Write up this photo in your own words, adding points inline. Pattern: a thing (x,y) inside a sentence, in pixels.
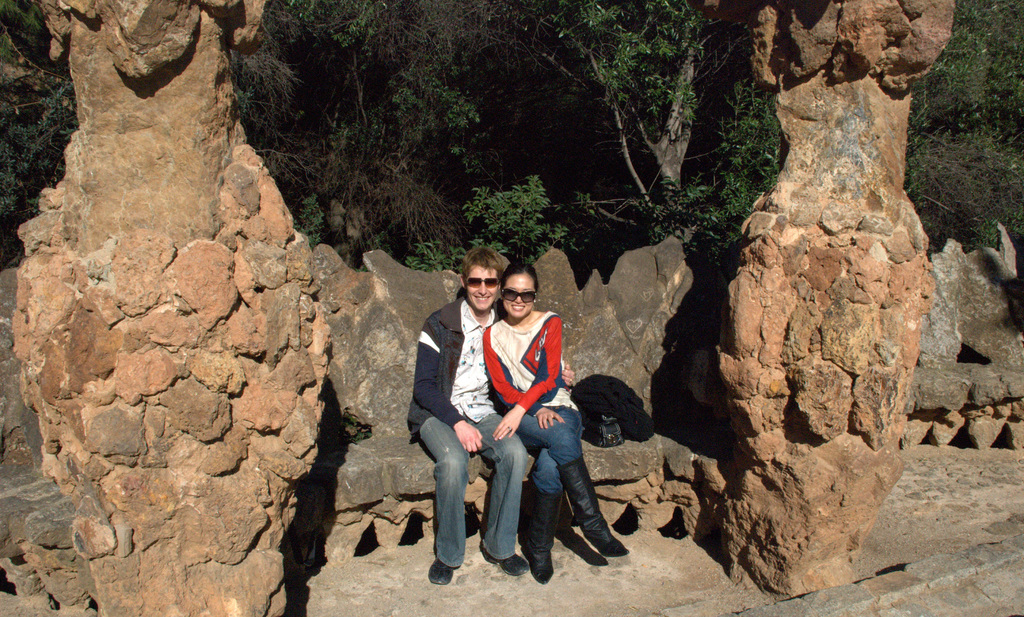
In this picture there are two persons (488,427) sitting and smiling and there is a bag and there are rocks (113,541). At the back (585,124) there are trees (542,59).
